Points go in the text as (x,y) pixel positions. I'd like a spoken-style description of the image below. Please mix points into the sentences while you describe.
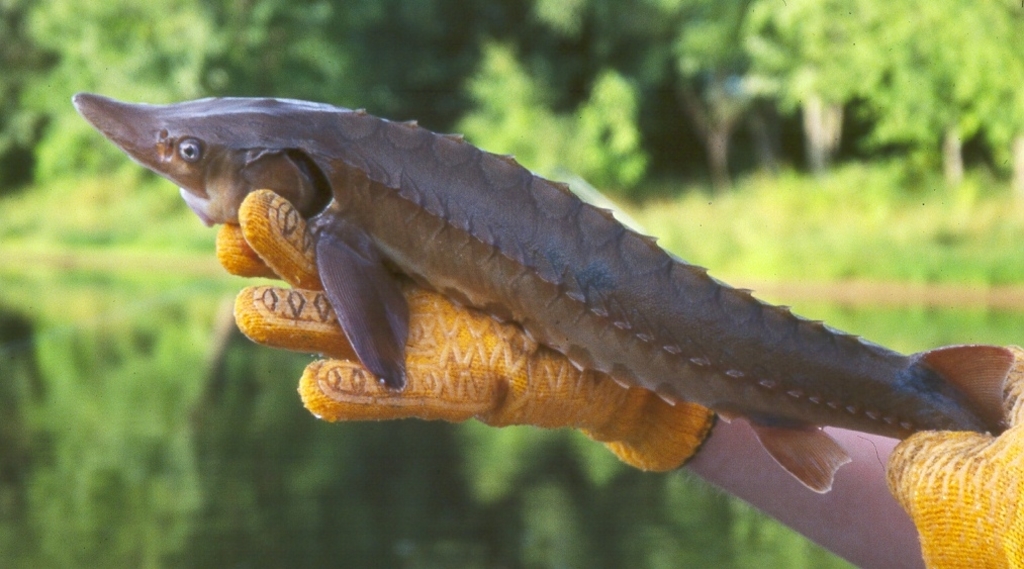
In this picture we can see a person (638,429) is holding fish (488,233), in the background (819,93) we can find water (461,473) and trees (666,100).
